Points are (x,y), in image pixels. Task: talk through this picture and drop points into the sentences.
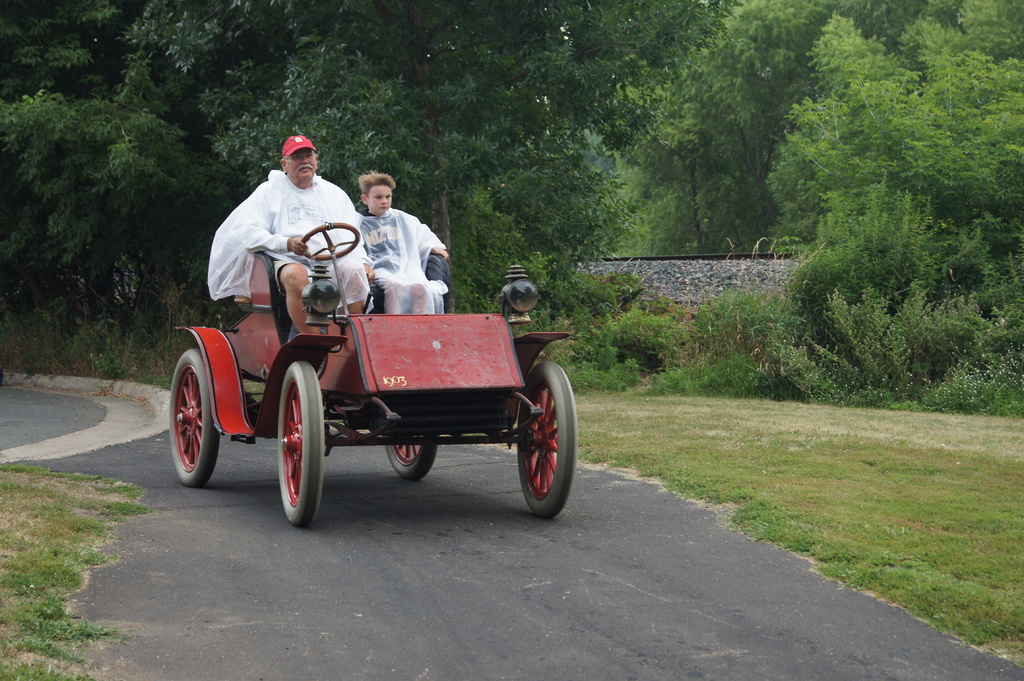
In this image there is a person (306,170) and a boy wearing raincoat (231,244) are sitting and riding a vehicle (354,390) on the road (467,499). There is grass (52,561) on both sides of the vehicle (261,373). There are few plants (822,263) and trees (205,190) at the background of image (620,303). Person (365,281) is wearing a red colour cap (310,144) on his head (292,164).
